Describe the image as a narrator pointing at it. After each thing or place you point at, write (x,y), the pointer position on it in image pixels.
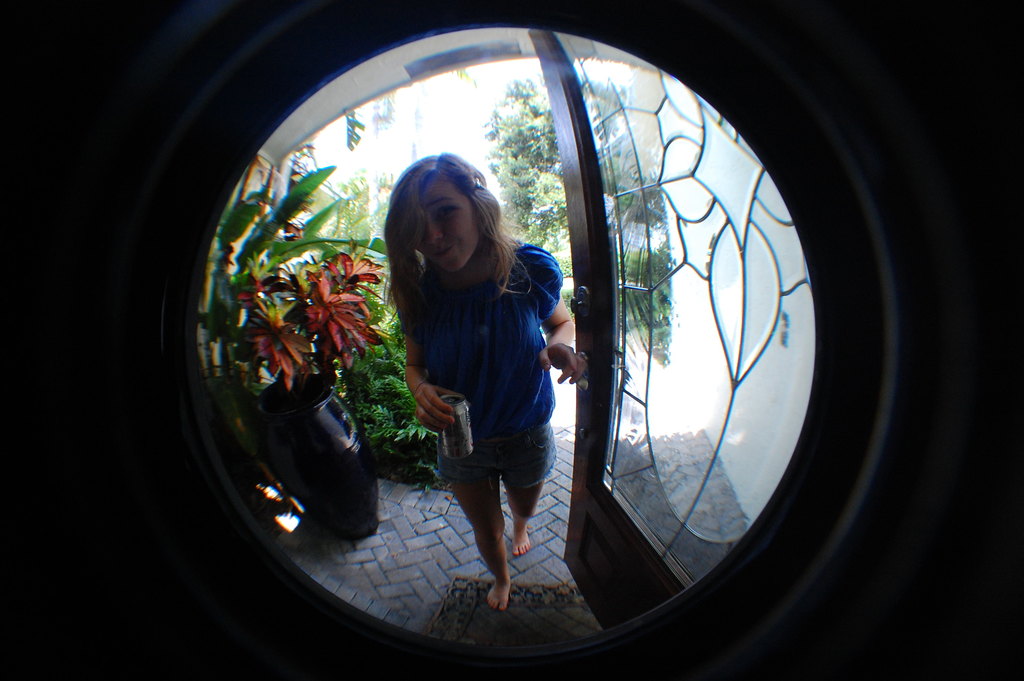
In this picture, we can see a magnifying glass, we can see a lady (511,429) holding an object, we can see door (640,295), ground (379,568) with mat (500,627), plant (265,355) in a pot (316,392), and trees (551,149).
